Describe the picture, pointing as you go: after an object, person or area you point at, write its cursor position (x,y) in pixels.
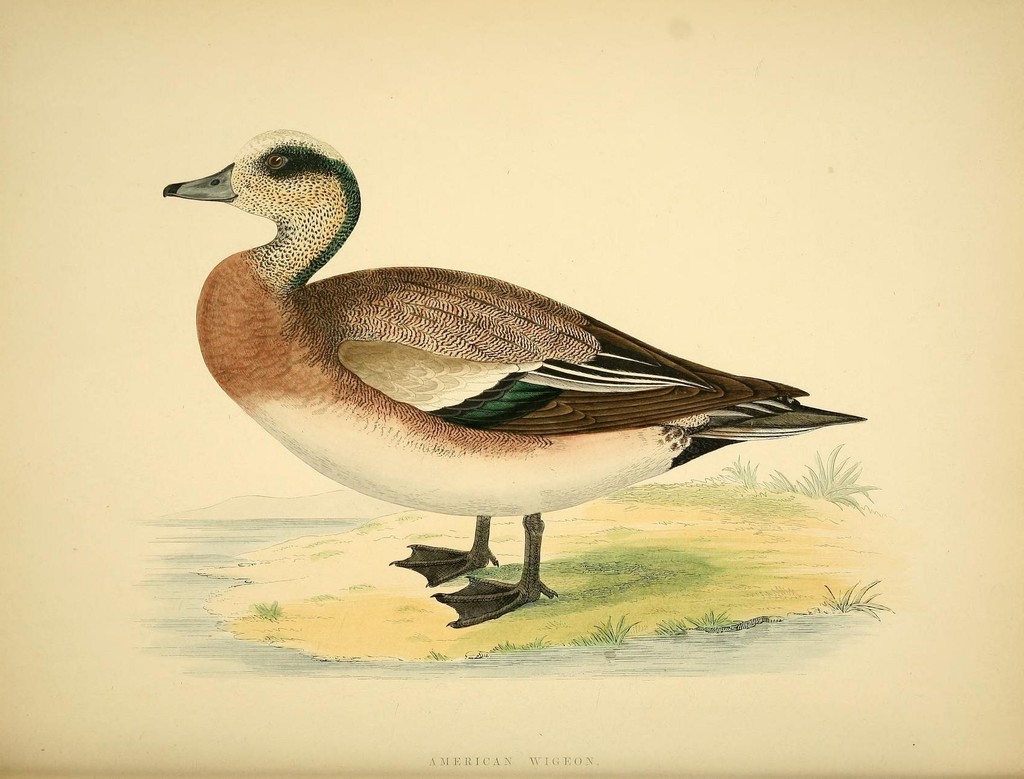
In this image, we can see a poster (315,632). Here we can see a duck (364,423). At the bottom of the image (580,763), we can see some text (518,759).
